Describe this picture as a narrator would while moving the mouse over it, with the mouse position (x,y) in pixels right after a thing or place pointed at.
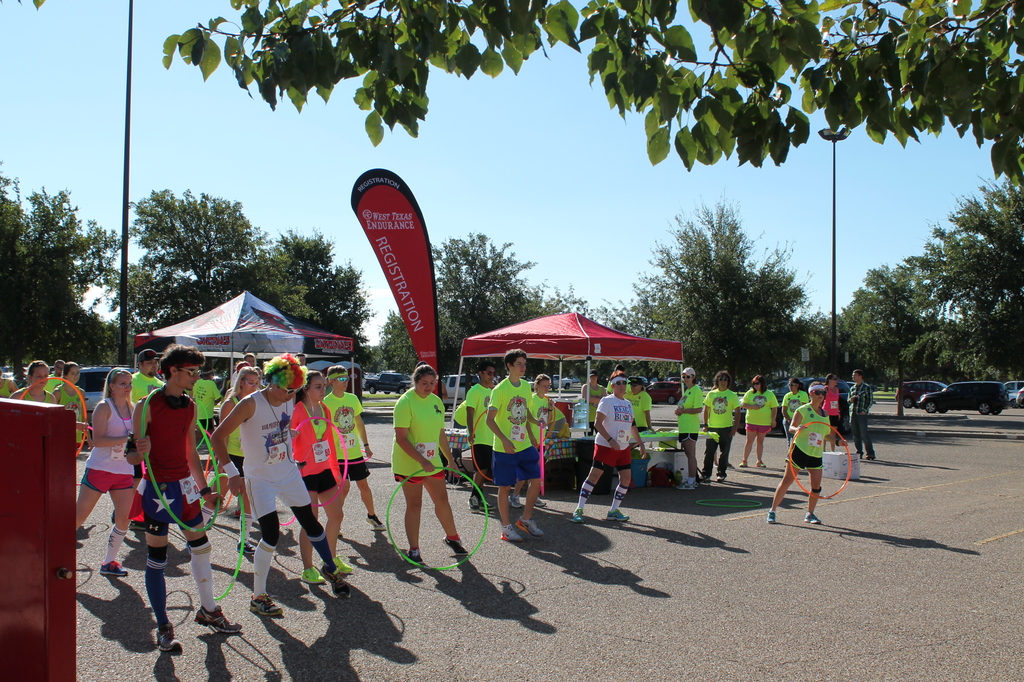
There are some people (347,445) standing and holding rings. There are tents (284,331) and poles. In the background (771,313) there are trees (803,299) and sky (672,165). Also there are vehicles (390,374).
